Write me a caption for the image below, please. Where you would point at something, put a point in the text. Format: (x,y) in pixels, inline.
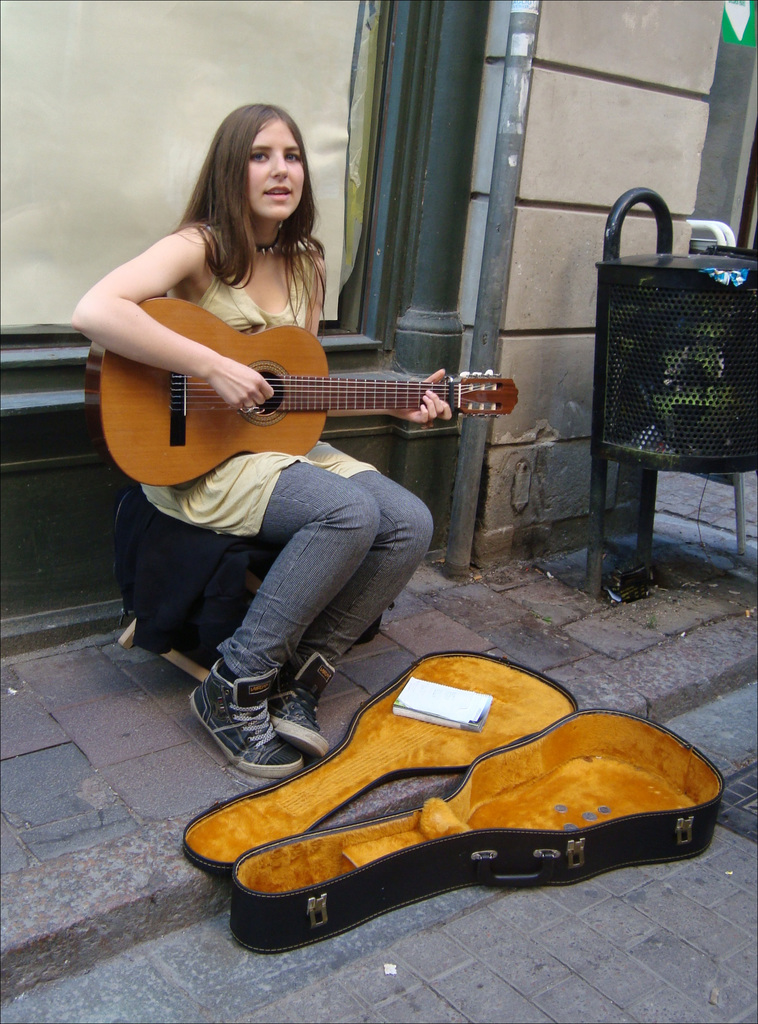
In this picture there is a girl (275,744) who is sitting at the left side of the image (117,316) by holding a guitar (477,390) in her hand (438,417) and there is a pole (518,14) at the center of the image (458,527) and there is a guitar covering bag (376,895) on the floor (250,778), it seems to be she is singing.
